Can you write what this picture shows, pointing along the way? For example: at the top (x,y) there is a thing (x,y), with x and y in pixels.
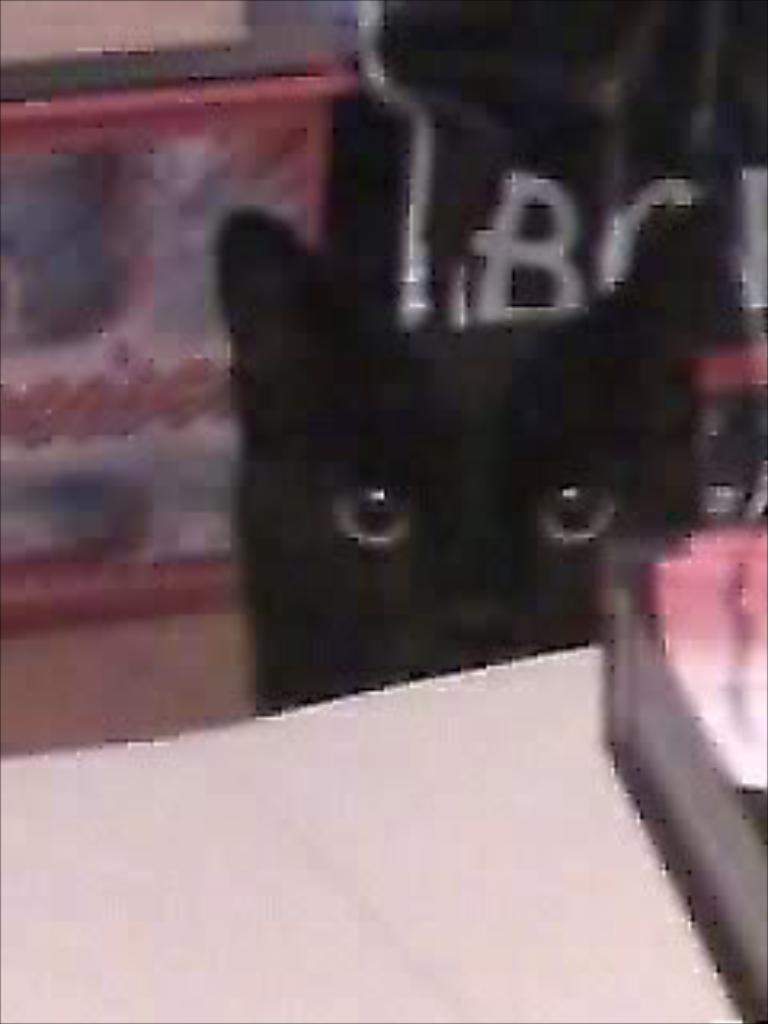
In this image we can see a cat (464,524). And it is blurry in the background (238,636).
